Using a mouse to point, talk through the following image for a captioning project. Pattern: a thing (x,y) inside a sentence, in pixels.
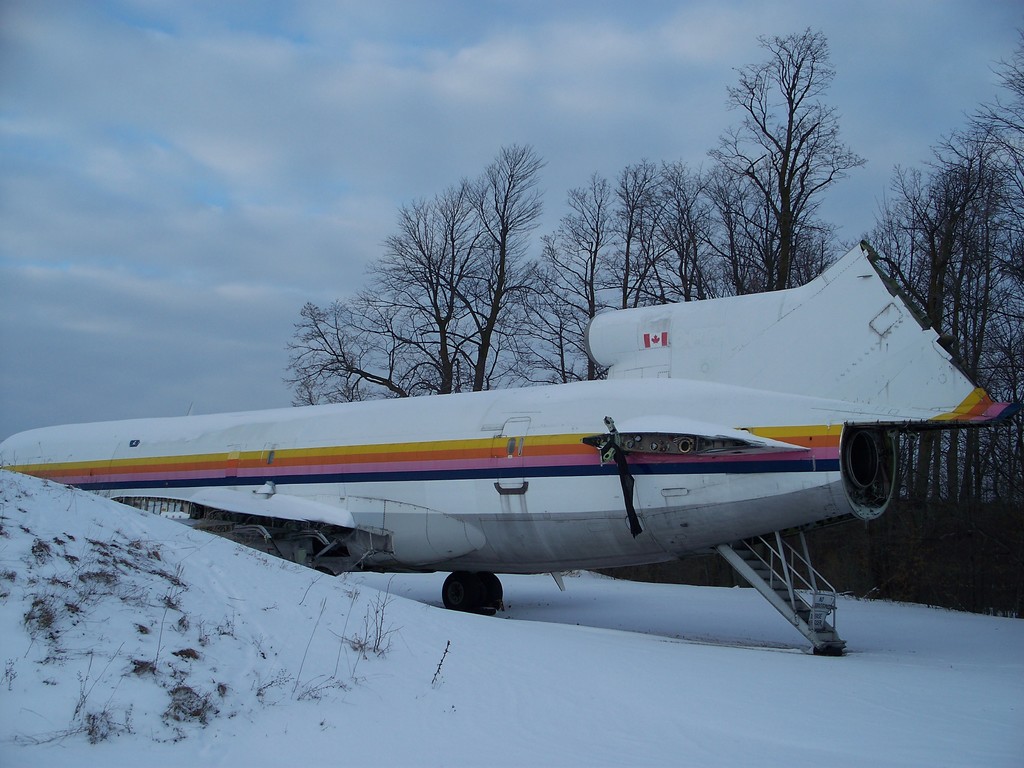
In this image I can see the ground (401,678), some snow (364,699) on the ground (614,641) and an aeroplane (598,493) which is white, yellow, orange, pink and blue in color on the ground (605,685). In the background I can see few trees (999,294) and the sky (526,263).
